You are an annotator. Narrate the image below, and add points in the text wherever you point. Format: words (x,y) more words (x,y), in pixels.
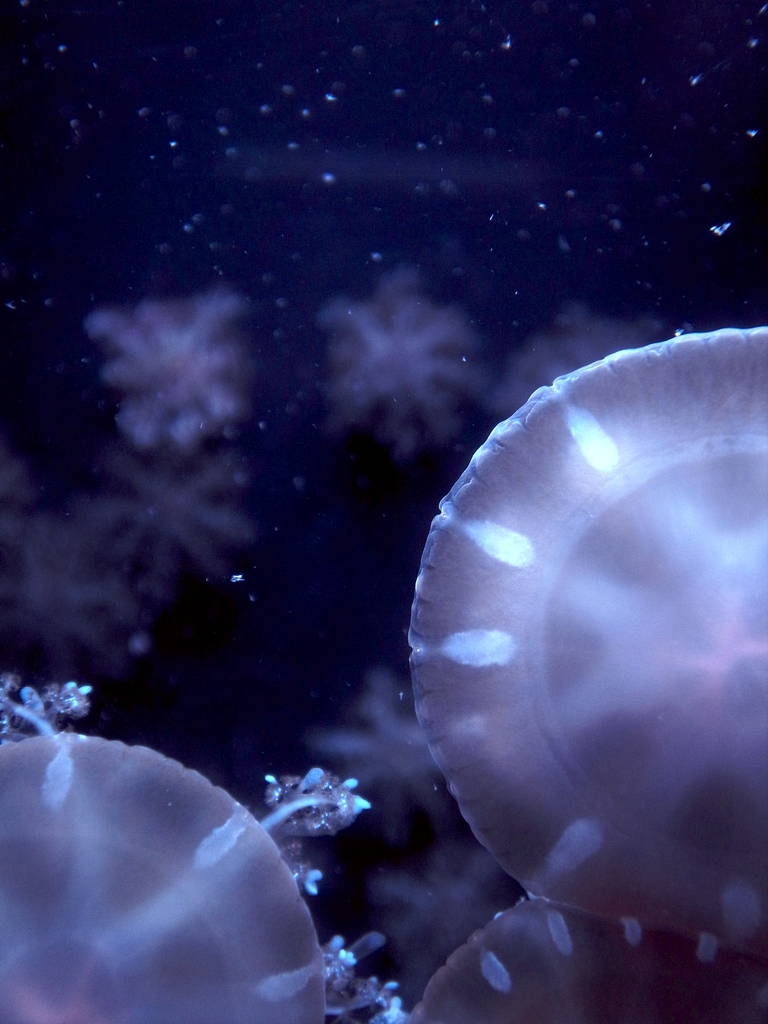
In the picture we can see some jelly fishes (478,711) in the water (371,537).
